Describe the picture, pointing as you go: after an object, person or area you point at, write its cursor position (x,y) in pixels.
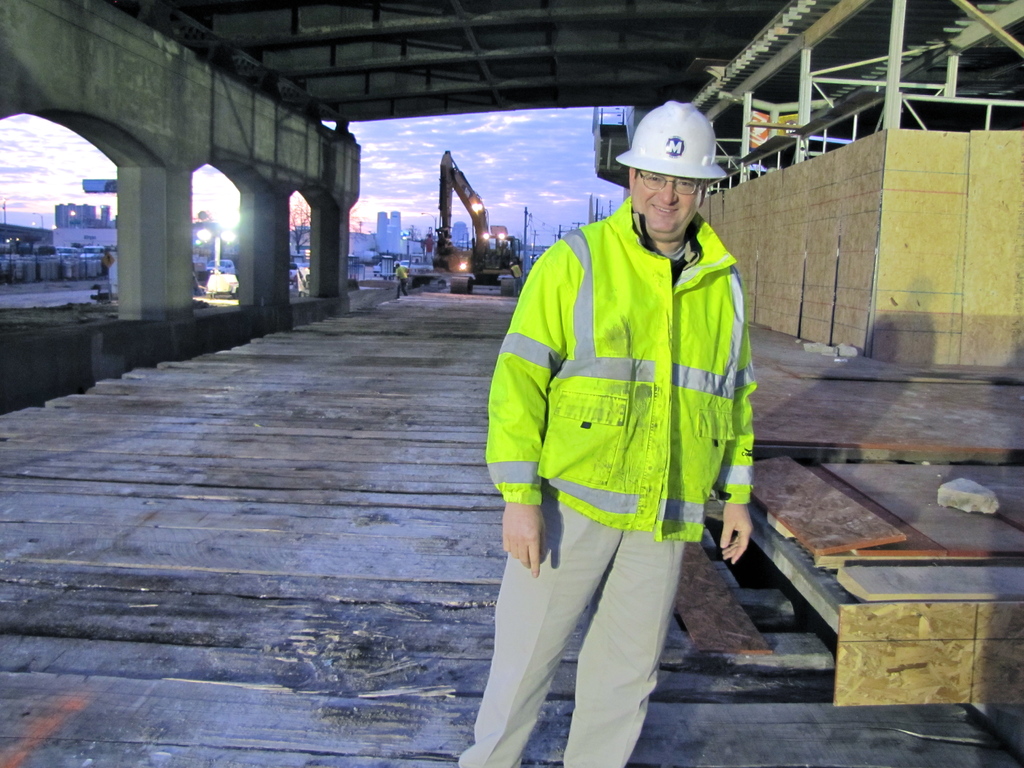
In this picture I can see a man (614,429) is standing. The man (651,288) is wearing helmet (696,141), green color jacket (648,400) and pant (549,606). In the background (488,244) I can see vehicles (462,288), buildings (425,239), lights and the sky (533,136). Here I can see some pillars (270,239).
